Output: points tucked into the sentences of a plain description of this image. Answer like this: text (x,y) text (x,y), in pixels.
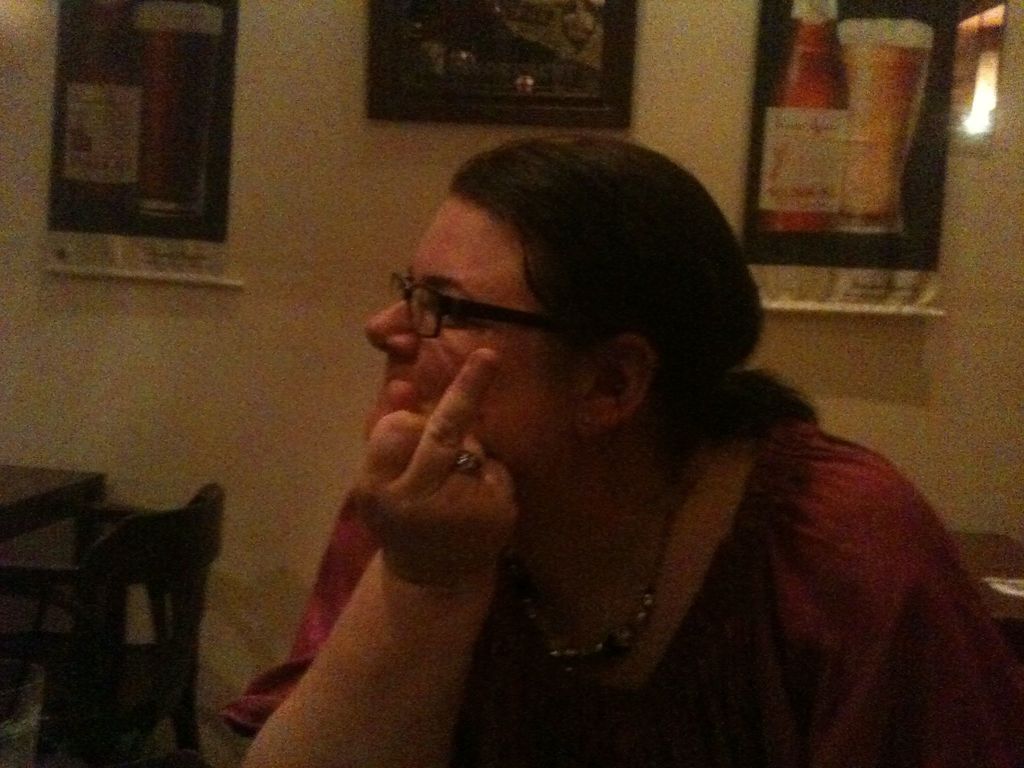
In the picture I can see a woman (592,576) is wearing spectacles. In the background (334,204) I can see a chair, a table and some objects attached to a wall (282,153).
